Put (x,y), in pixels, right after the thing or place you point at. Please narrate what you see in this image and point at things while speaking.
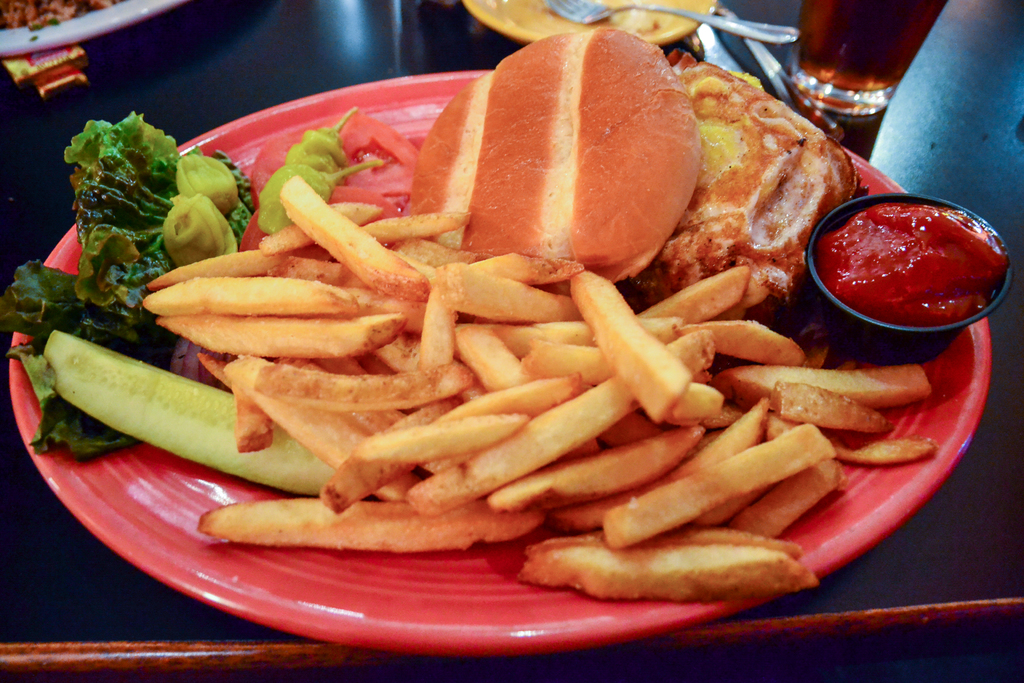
In this image we can see food (524,419) in the plate (674,388), bowl (879,335), fork (575,1), plate (635,10), and a glass (847,82) with liquid (837,76) on a table (975,148).
